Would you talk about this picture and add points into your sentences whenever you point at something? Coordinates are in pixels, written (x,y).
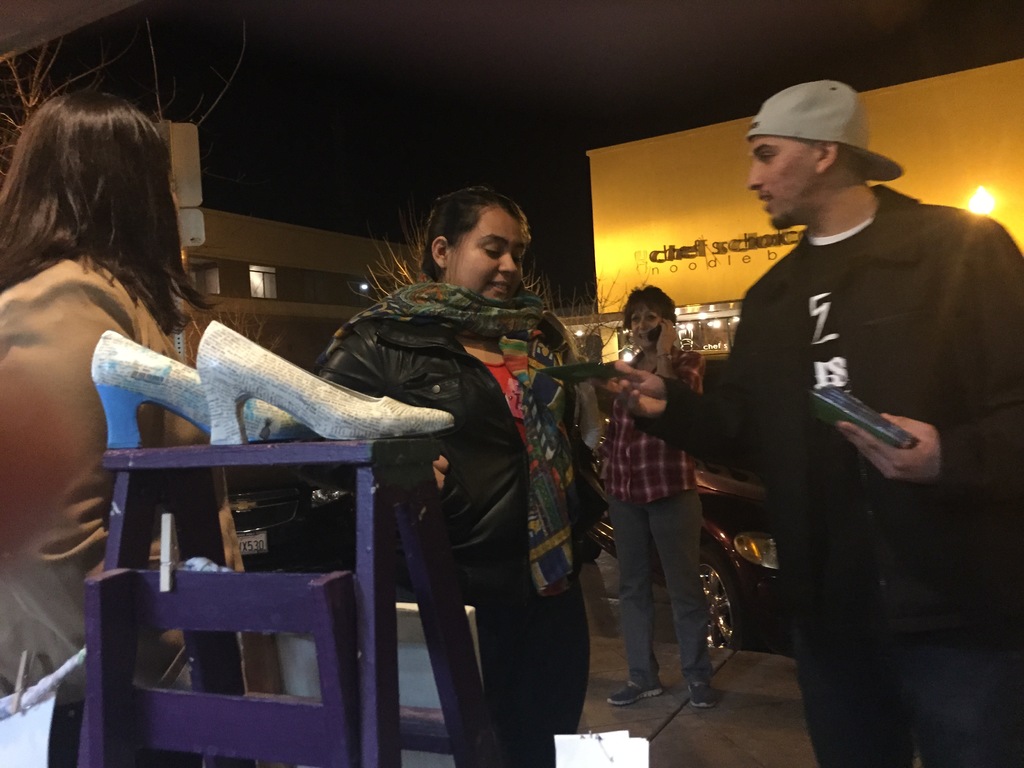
In this image there is a table (365,484) on that table (383,490) there are slippers (239,392), behind that there are three women (399,360) and a man (787,392) standing on a footpath (768,659), in the background (296,284) there are shops (609,265).
